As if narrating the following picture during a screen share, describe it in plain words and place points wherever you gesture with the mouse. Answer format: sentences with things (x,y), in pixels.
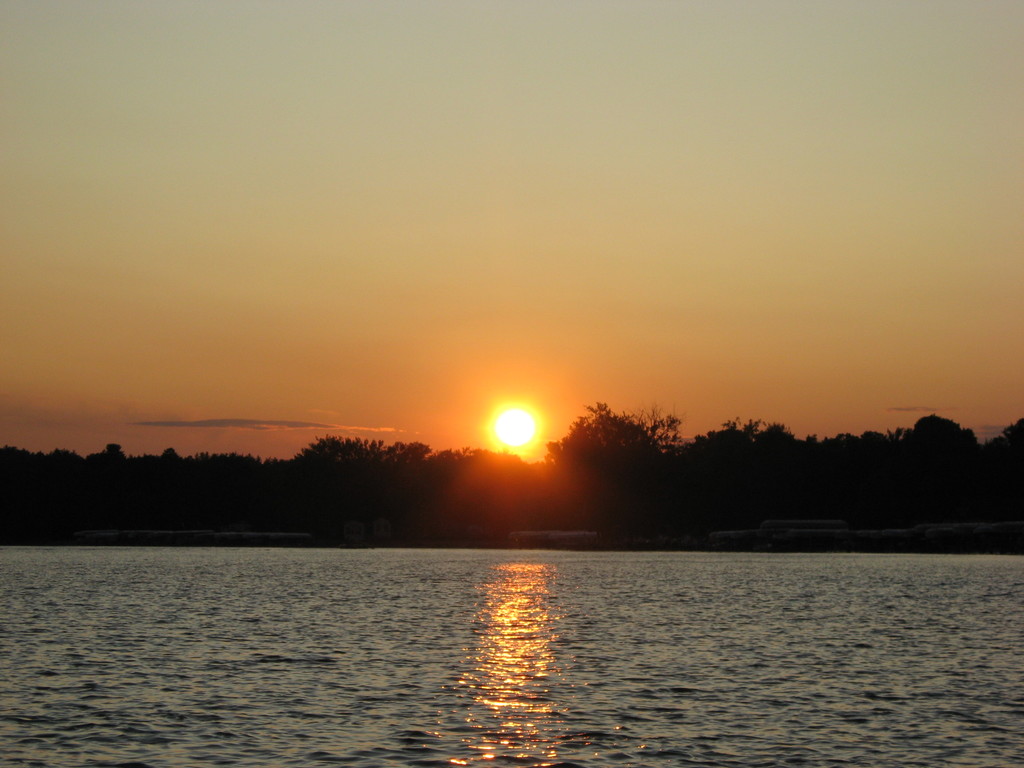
In the image there is a lake (919,728) in the front (919,728) and behind there are trees (484,530) and sun (511,420) setting down in the sky (532,403).
